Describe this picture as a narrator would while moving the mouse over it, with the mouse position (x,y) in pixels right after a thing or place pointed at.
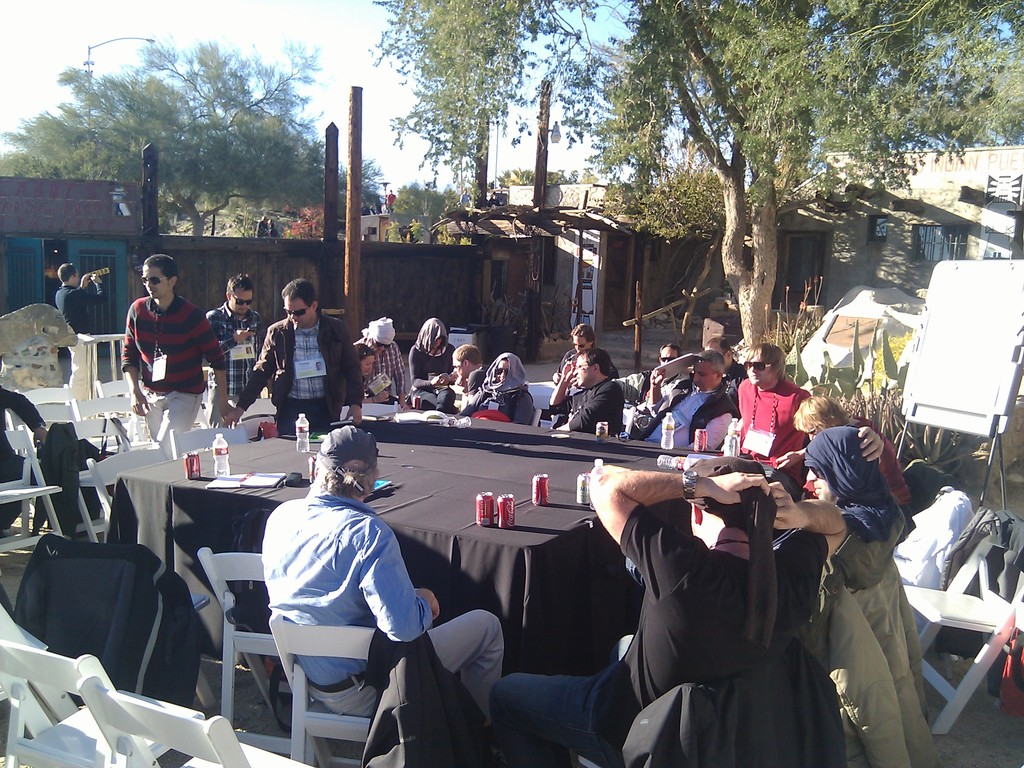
Group of people (666,572) are sitting on a chair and few people (202,361) are standing. Far there are trees (684,187). This are houses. A board (937,291) with stand (998,444). On a table (206,489) there are tins (194,470), bottles (229,465) and papers (228,482). Jacket (117,597) on chair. This 3 persons (175,359) wore Id card (162,370).
